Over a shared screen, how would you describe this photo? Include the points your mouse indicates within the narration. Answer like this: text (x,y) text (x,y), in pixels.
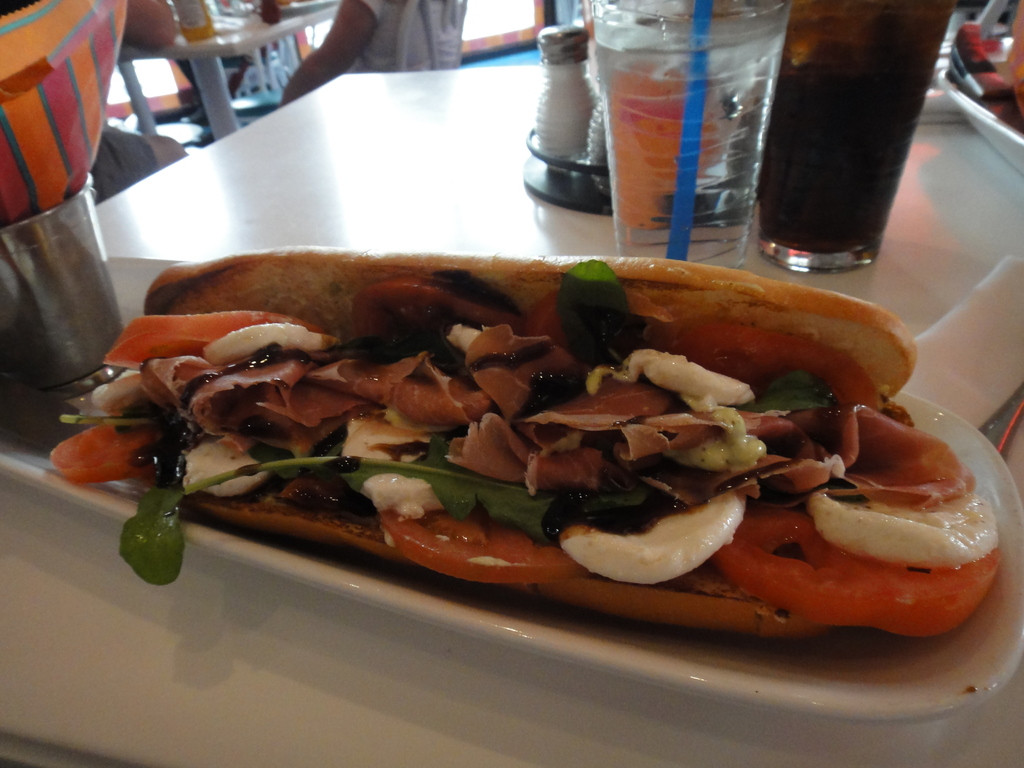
In this image there is a table (264,744) and we can see glasses (808,230), sprinklers (567,81), plate (945,655) and some food (453,478) placed on the table (285,723). In the background (156,25) there are people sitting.
